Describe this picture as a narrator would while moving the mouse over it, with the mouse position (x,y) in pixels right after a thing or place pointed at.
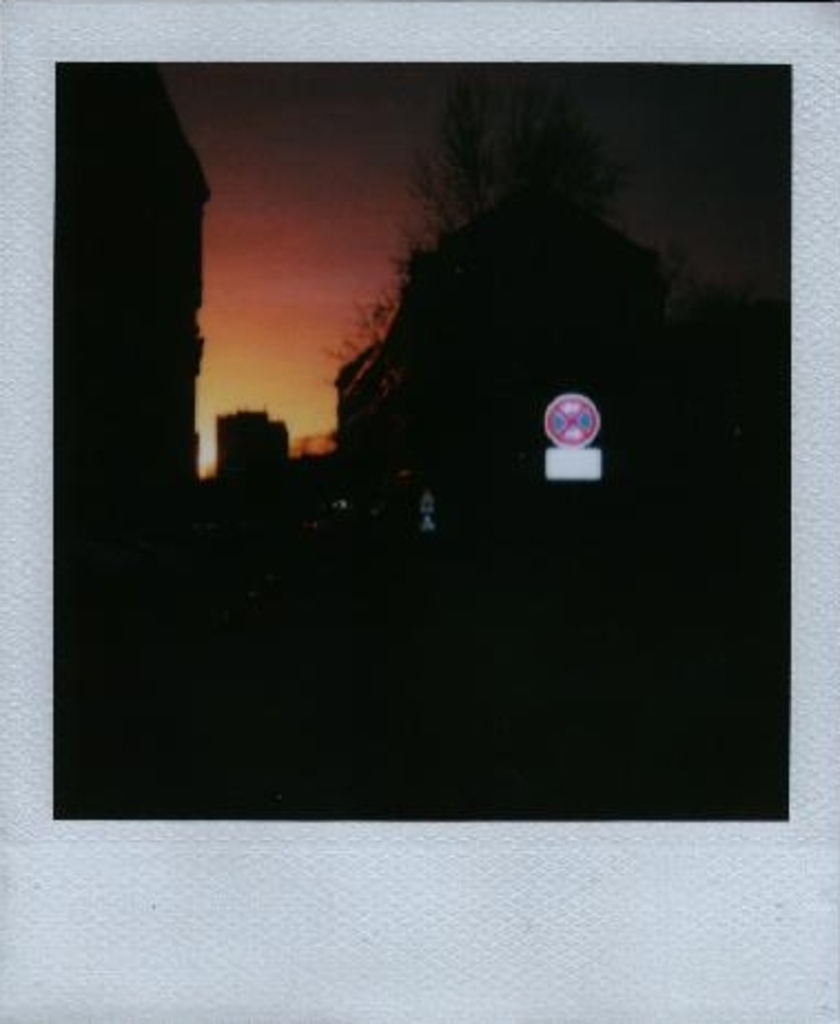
Here in this picture we can see a photograph (42,108), in which we can see buildings (367,482), trees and a sign board (579,405) present.
